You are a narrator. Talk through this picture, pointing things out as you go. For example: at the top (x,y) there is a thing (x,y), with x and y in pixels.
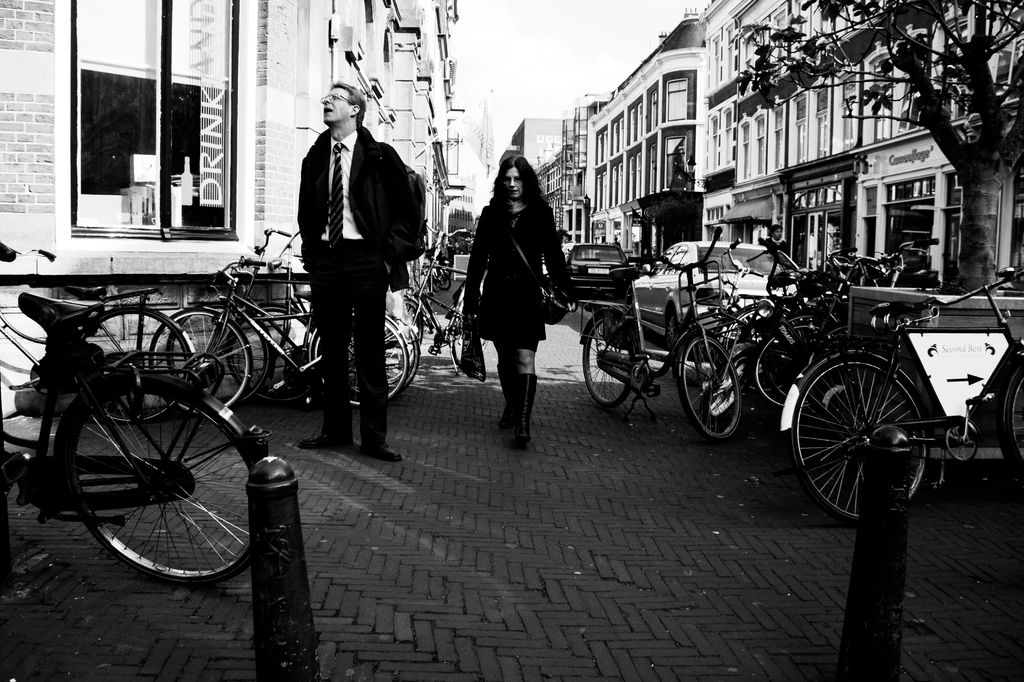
In this image we can see many buildings (747,161) and they are having many windows (676,85). There are many vehicles (451,258) in the image. There is some text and a logo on the glass (198,140) at the left side of the image (218,116). There are few barriers (851,602) in the image. There is a tree (972,154) at the right side of the image (996,148). There is a sky (569,27) in the image.
